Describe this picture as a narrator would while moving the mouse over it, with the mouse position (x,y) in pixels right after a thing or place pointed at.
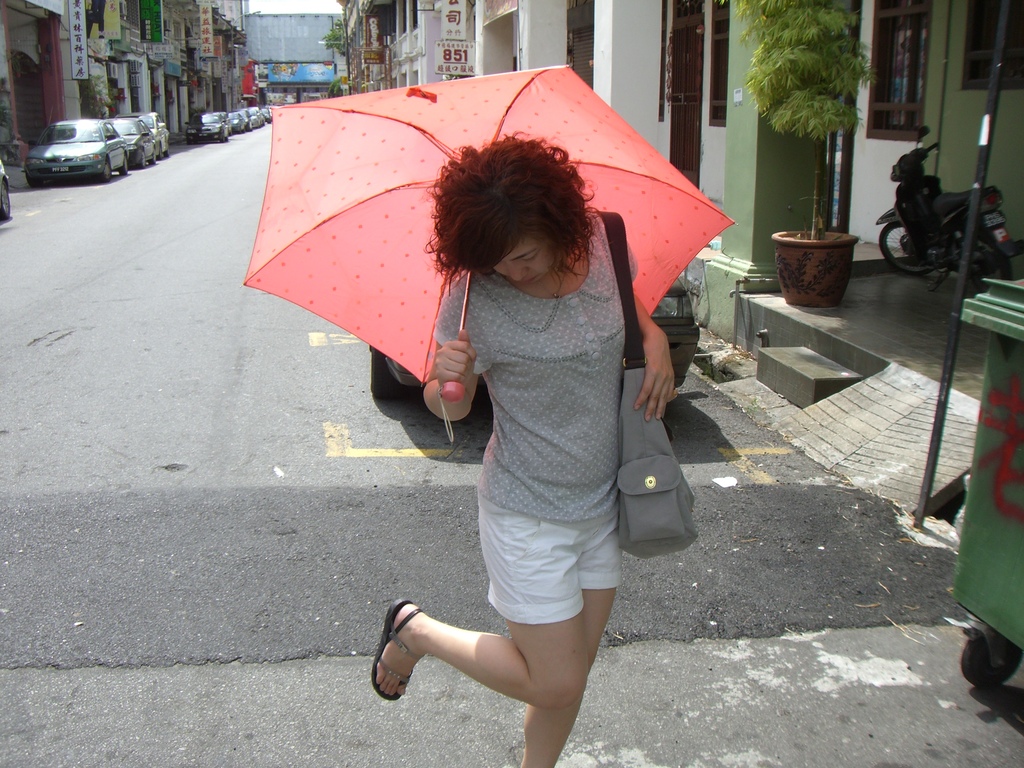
In this image we can see a person (581,527) wore a bag (669,528) and holding an umbrella (415,315). Here we can see plants (837,10), boards (449,32), bike (890,210), pillars (735,64), rod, waste container (974,578), and buildings (654,116). There are cars (54,160) on the road (193,481).
